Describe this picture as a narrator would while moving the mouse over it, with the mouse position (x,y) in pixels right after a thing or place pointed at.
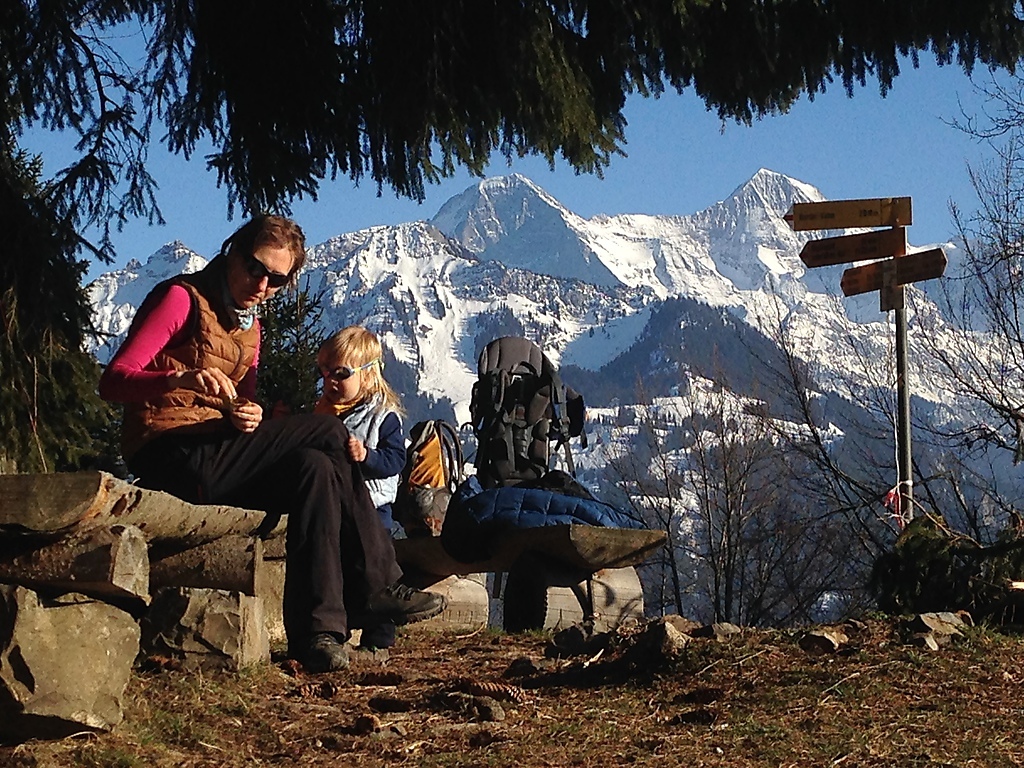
In this image I can see a woman (196,364) wearing pink, brown and black colored dress (200,404) is sitting on a bench (197,513). I can see a child (370,443) and few bags (510,471) on the bench (590,533). In the background (700,478) I can see few trees (739,445), a pole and few boards (871,273) attached to the pole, few mountains (652,229) with snow (690,227) on them and the sky (444,196).
